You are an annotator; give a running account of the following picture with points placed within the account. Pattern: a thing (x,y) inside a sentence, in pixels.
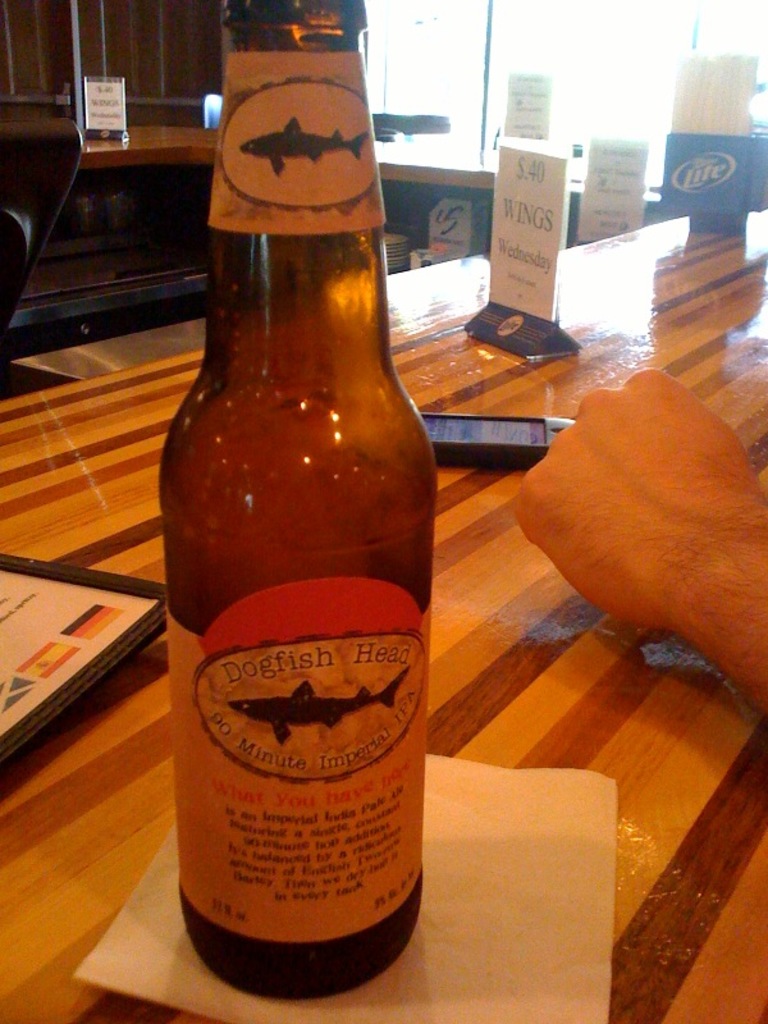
In the center (509,560) there is a table (143,411), on table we can see beer bottle (355,560) written as "Dogfish". And menu (55,692), phone (540,435) paper (457,782) and human hand (719,611). In the background (115,41) there is a window (616,19), wall (123,35), table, chair (42,232) and plates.
